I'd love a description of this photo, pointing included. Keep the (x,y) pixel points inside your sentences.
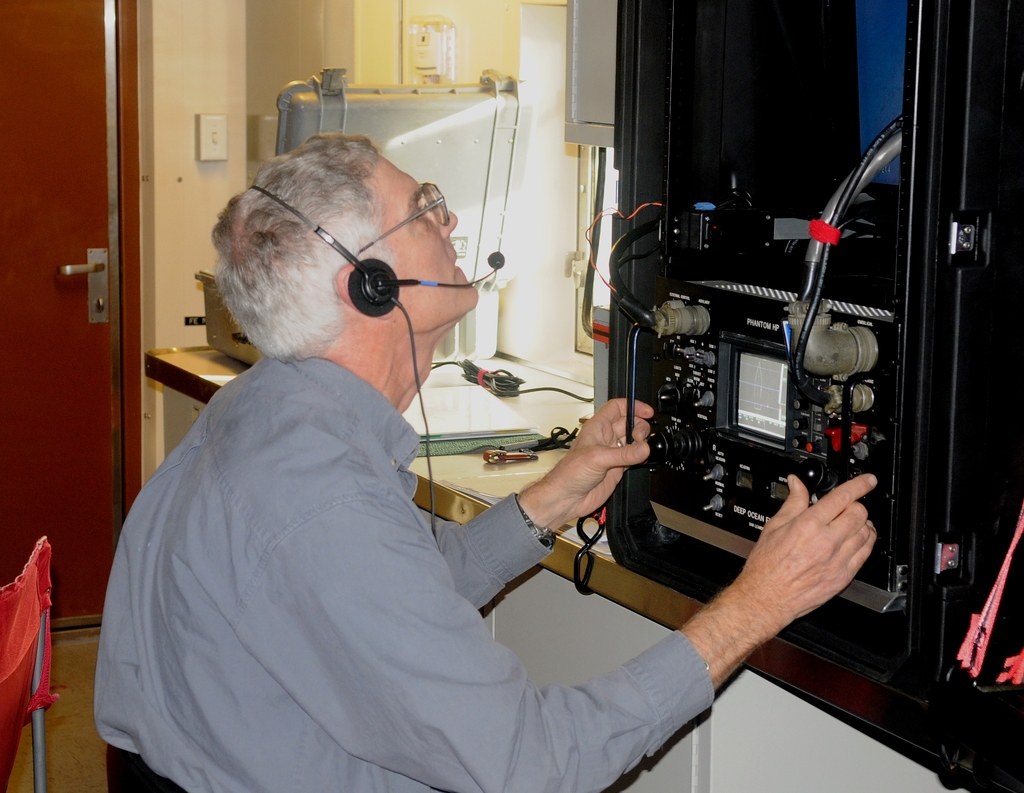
In this image I can see a person (289,633) wearing spectacles (445,209) and headphones (388,283). He is operating a machine (861,429) which is present in front of him. There are few objects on a table (514,481) and there is a door (95,287) at the back (101,229).
